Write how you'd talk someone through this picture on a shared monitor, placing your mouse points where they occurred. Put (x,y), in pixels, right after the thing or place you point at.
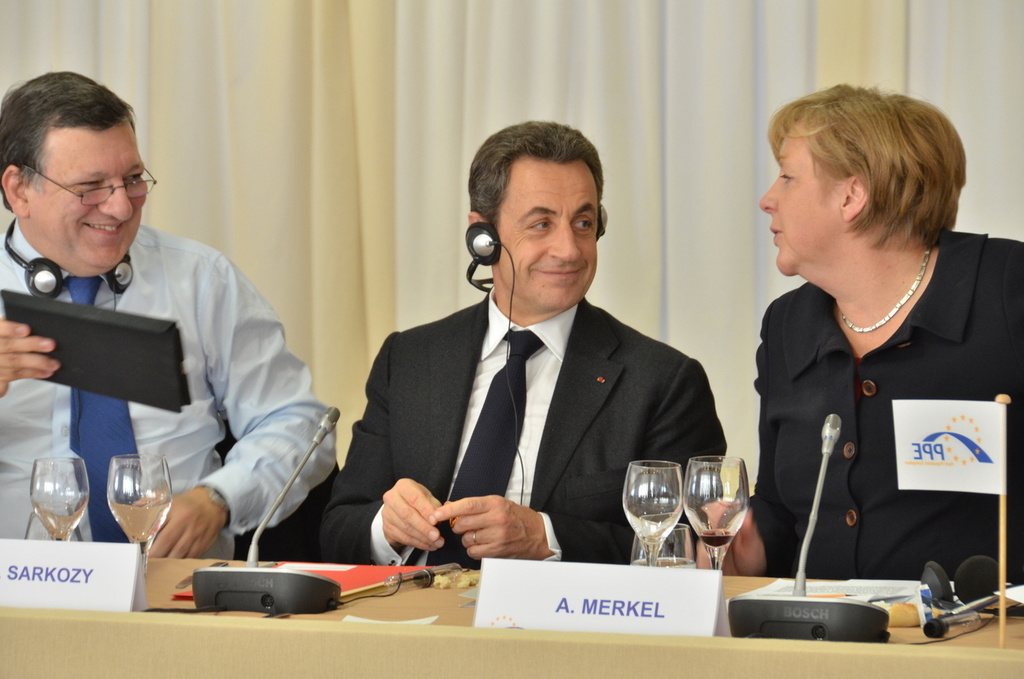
This is the picture of three people (601,473) who are sitting in front of the table (782,661) on which there are some name boards (653,626), glasses (59,479), mics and some other things (385,586), among them two are wearing the headsets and behind there is a curtain (613,36) to the wall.
